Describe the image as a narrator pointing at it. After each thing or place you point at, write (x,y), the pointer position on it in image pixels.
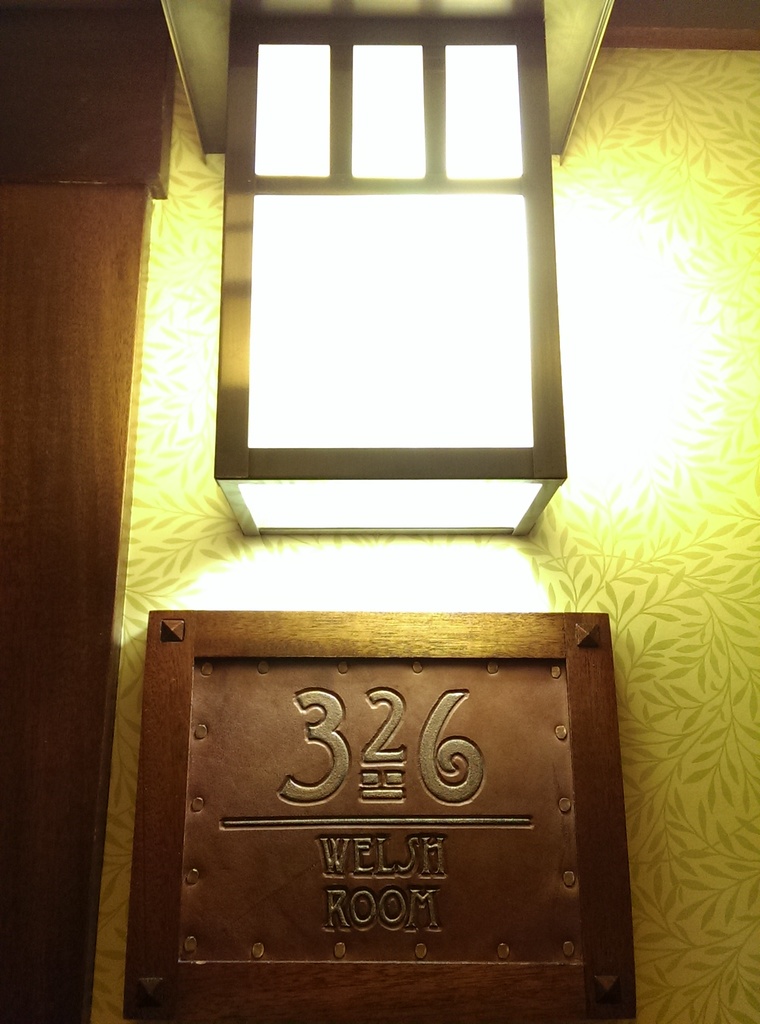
This image consists of light (300,353) in the middle (313,389). There is a board (411,722), on which there is ''326 WELSH ROOM'' (339,754) is at the bottom (352,846).
